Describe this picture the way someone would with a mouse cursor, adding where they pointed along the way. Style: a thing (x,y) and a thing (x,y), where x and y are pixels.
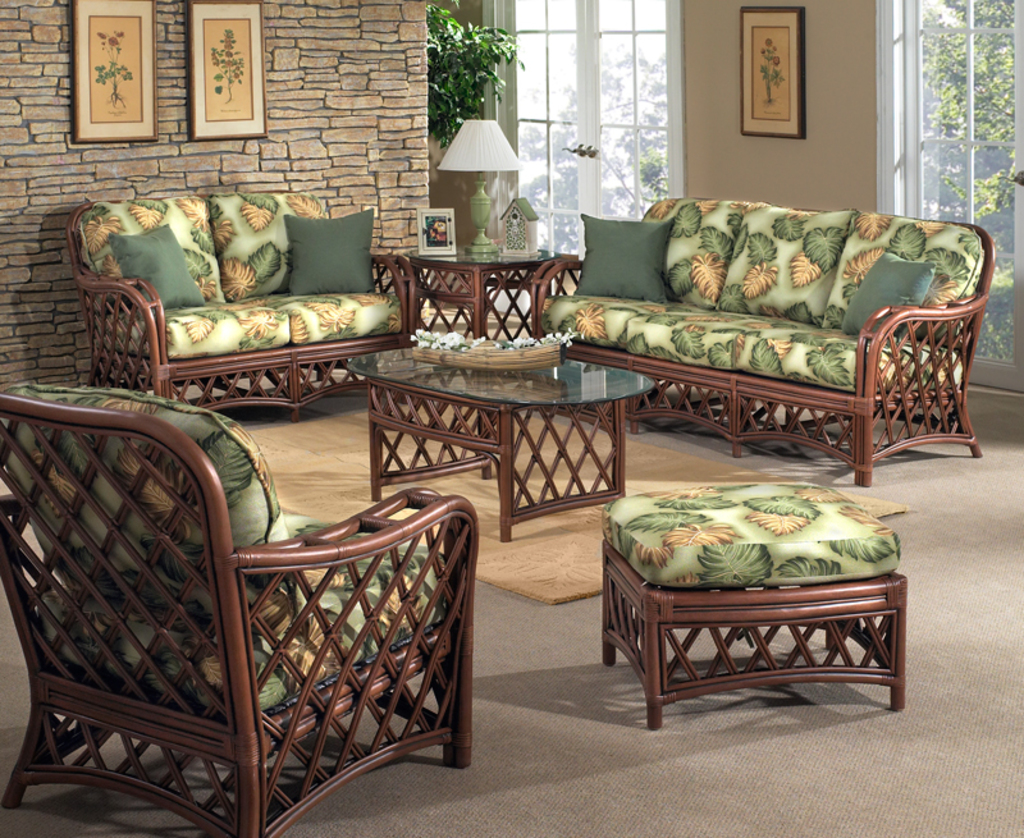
In this image I can see a couple of couches (325,384) on the floor (567,509) in front of a table (496,385). On the table (471,376) we have few objects (478,365) on it. I can also see there is a lamp light (473,155) and few photos (229,60) on the wall (723,66).
